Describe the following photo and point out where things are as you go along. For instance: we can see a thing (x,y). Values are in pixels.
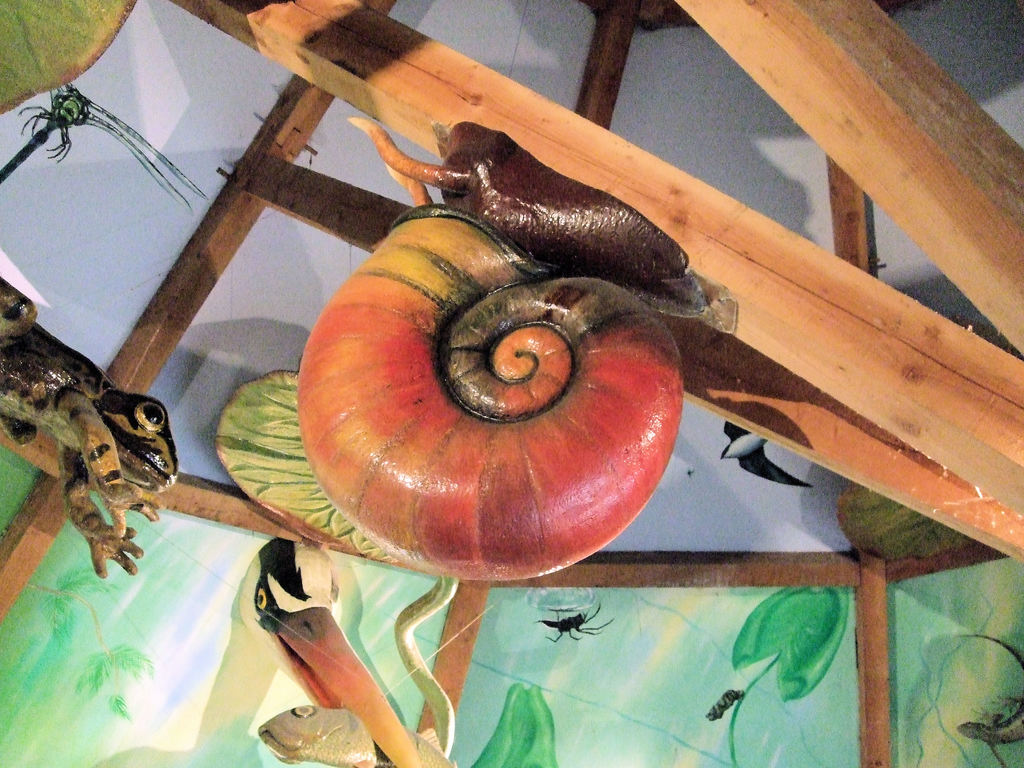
In this image there is a snail toy (647,377) on the wooden stick (236,19). It seems like a roof (476,83). At the bottom (272,594) there are animal toys (125,419) which are on the wooden sticks (606,174).
